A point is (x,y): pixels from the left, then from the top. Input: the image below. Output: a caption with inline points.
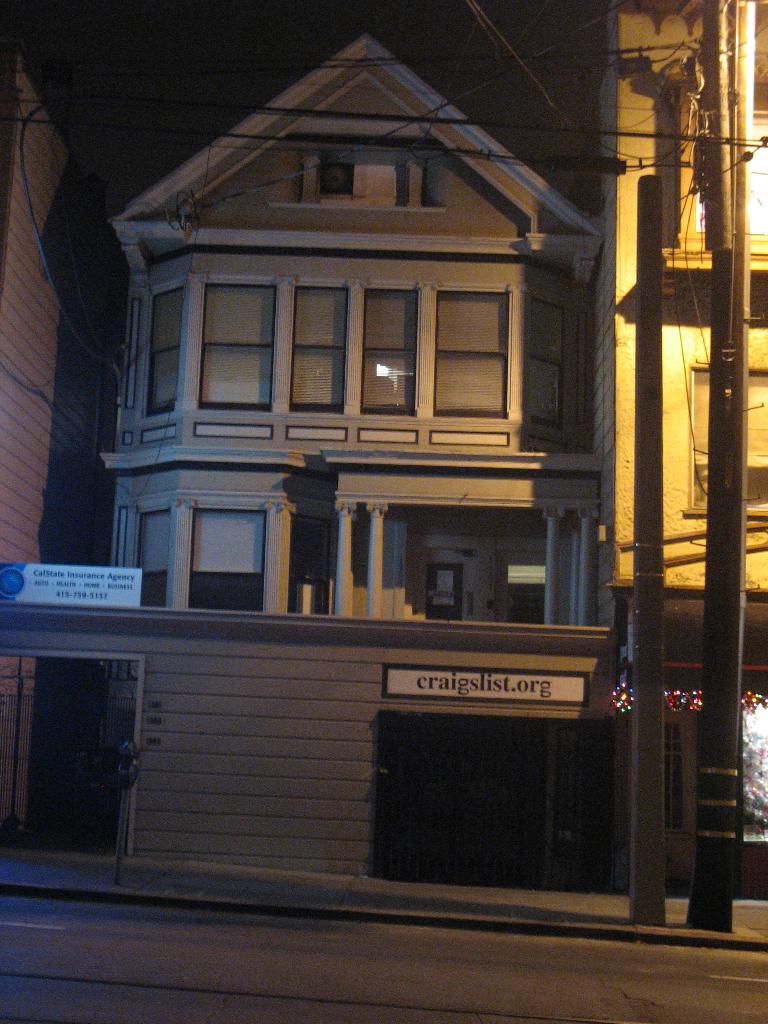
In this image we can see a few buildings (269,483), boards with some text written on, there are electric poles (701,770), wires (413,118), lights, also we can see some windows (759,789).
